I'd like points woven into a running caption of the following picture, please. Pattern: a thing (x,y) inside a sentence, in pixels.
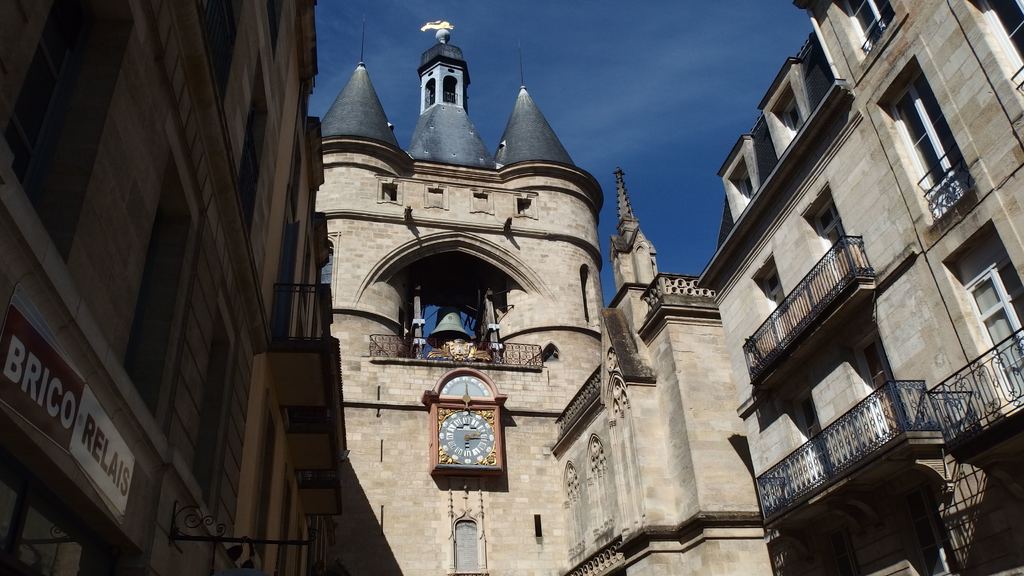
In this picture I can see buildings (352,241), there is a clock tower (449,264) with a bell (448,322), there are iron grilles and a board (11,315), and in the background (589,106) there is the sky (582,94).
